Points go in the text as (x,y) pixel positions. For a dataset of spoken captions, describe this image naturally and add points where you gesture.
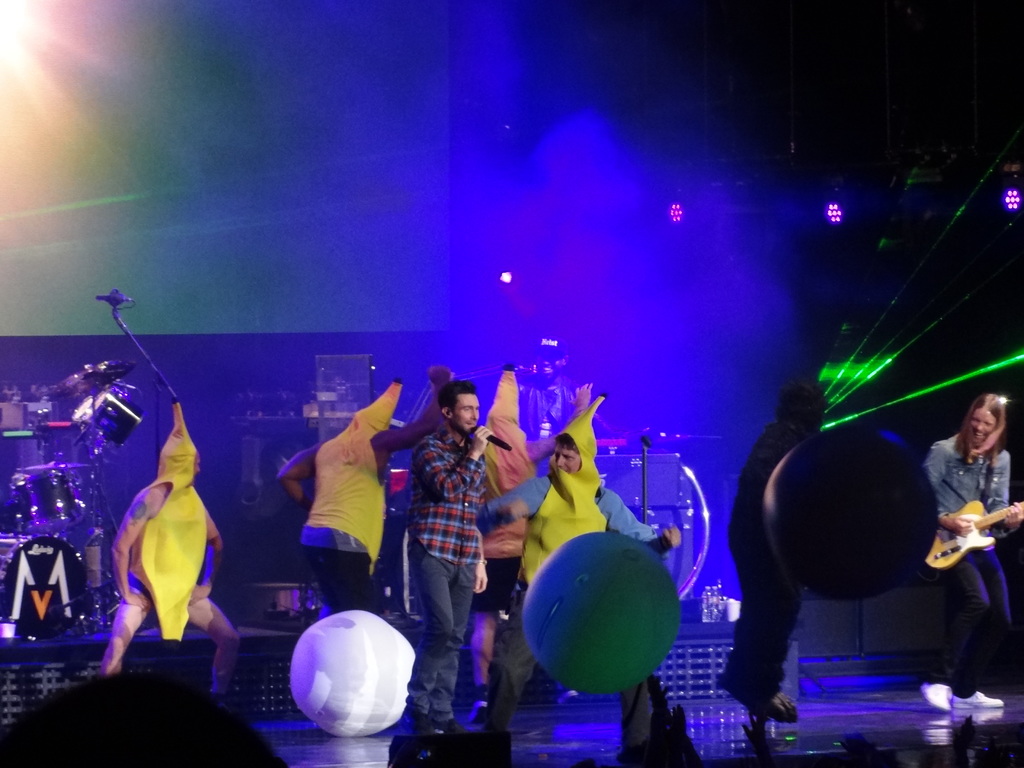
In this picture we can see a few people (371,436) wearing a costume (181,424). We can see a person (465,510) holding a microphone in the hand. There is a person (971,580) holding a guitar (935,564). We can see a few musical instruments (81,553) and the lights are visible in the background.
